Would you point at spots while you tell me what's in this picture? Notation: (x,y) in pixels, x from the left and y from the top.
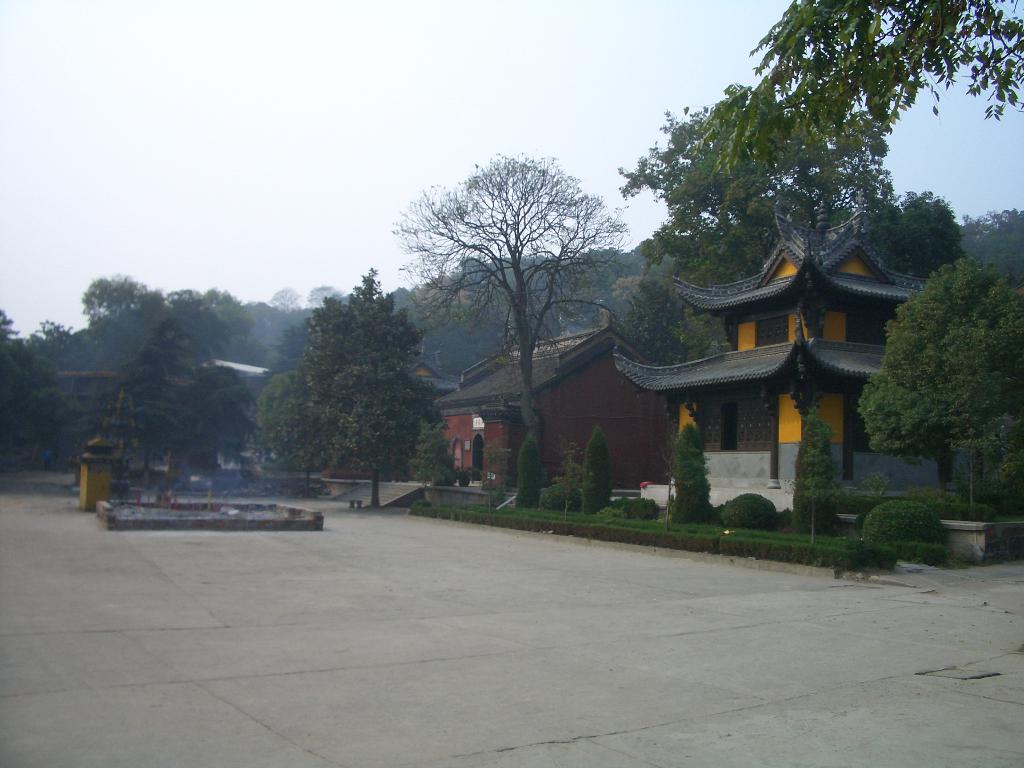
In the image there are buildings (826,385) on the right side (766,421) with trees (317,349) and plants (960,500) all over it.
